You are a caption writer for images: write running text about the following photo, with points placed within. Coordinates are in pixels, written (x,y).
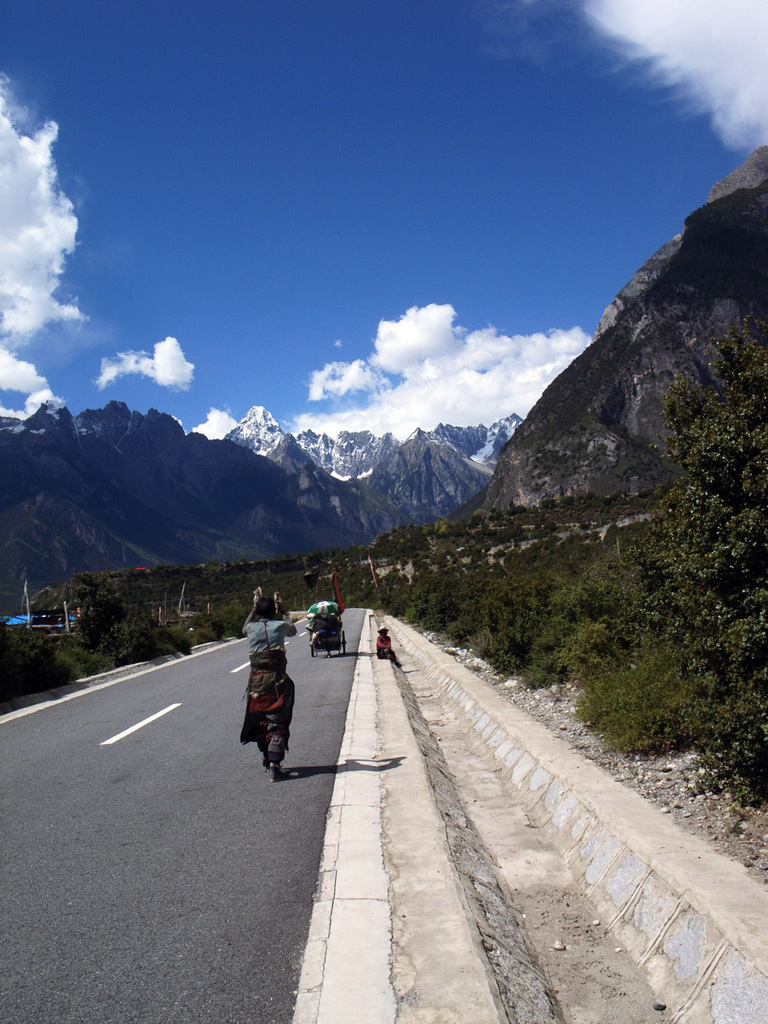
In this image we can see a person (262,697) walking and a cart (329,653) on the road (310,699). On the pavement (385,667) of the road (318,683) we can see a person (380,652) sitting down on the ground (388,677). In the background (227,178) we can see sky (451,125) with clouds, mountains (503,419), trees (488,520), plants (508,577), poles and stones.
